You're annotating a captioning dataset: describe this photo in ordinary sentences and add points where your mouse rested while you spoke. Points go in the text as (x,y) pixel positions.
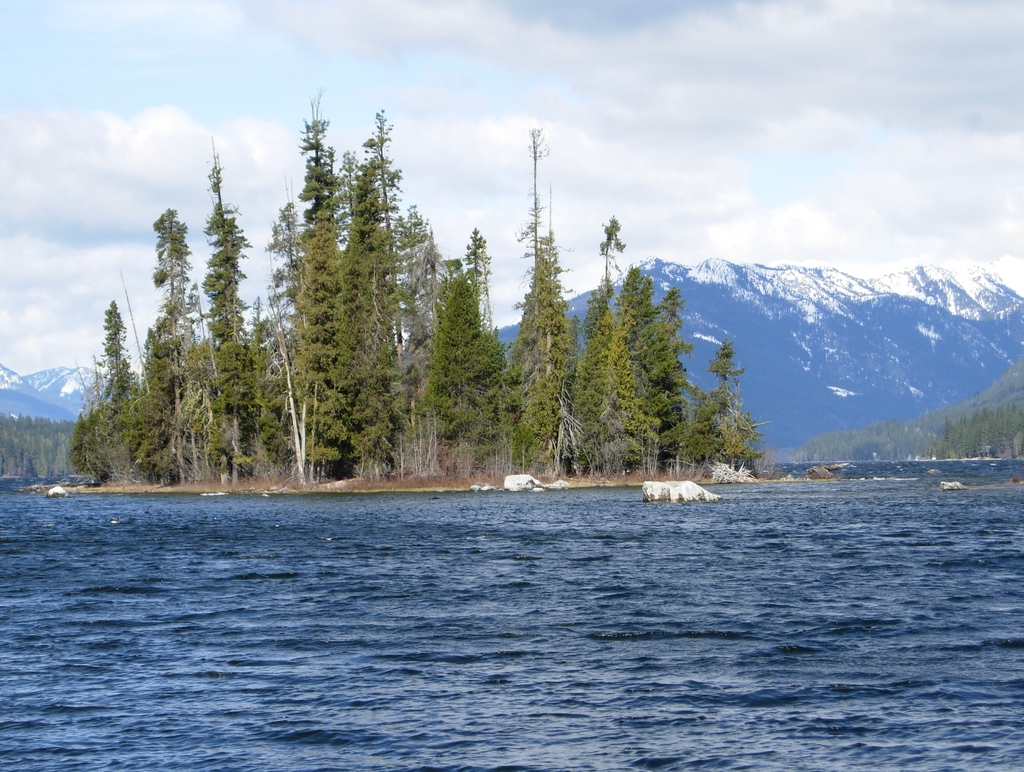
This is completely an outdoor picture. On the background of the picture (299,122) we can see clouds (683,90). These are the mountains (839,334) with peaks (814,293). These are the trees (447,350). This is a sea (661,707) with fresh blue water (583,600). This is a stone (678,491) in the middle of the sea (21,582).
